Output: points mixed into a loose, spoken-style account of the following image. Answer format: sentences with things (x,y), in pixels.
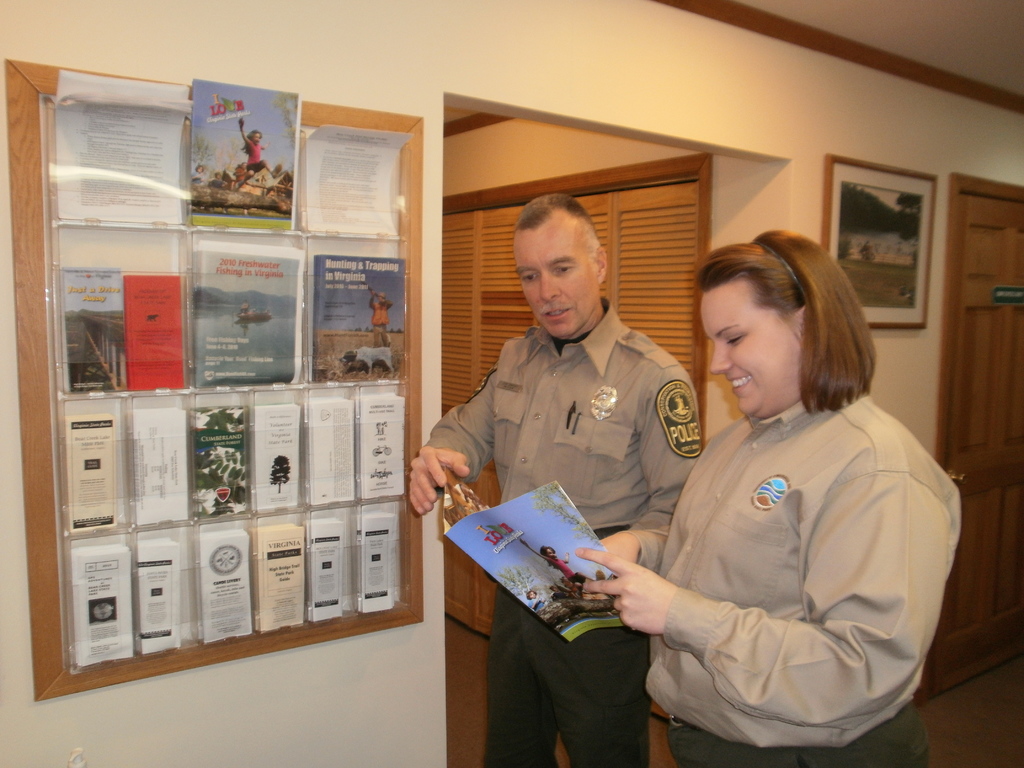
There are 2 people (583,641) standing holding a book (479,541). There are photo frames (416,605), books (252,187) and papers (230,610). There are 2 doors (669,282).
